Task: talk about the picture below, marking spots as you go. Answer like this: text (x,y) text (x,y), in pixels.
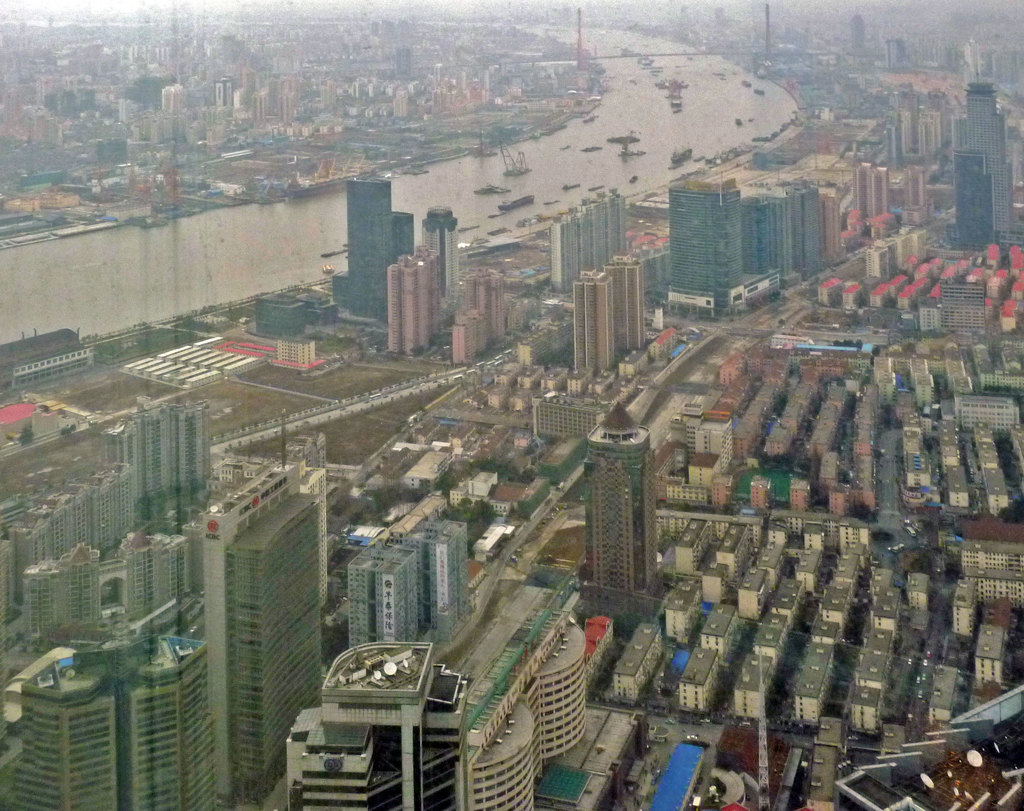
At the bottom of the image (82,683) we can see some buildings (197,754). At the top of the image (86,246) we can see water (54,316), above the water (771,127) we can see some ships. At the top of the image (563,90) we can see some buildings (920,54).
